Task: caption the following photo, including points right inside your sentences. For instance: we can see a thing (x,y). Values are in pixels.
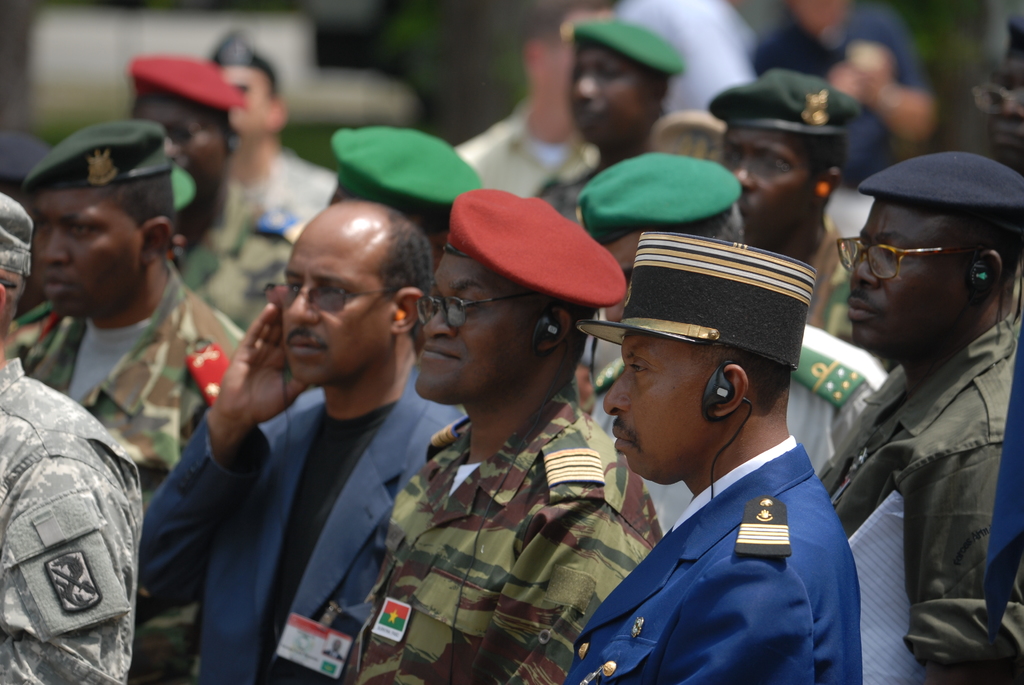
In this image there are group of persons (394,381) standing, there are persons (611,241) wearing caps (436,191), there are persons (851,523) holding an object (873,545), there are persons (174,607) truncated towards the bottom of the image (29,491), there are persons (41,453) truncated towards the left of the image, there is a person's (956,398) truncated towards the right of the image (940,406), there is an object (1000,485) truncated towards the right of the image (1012,579), the background of the image (413,50) is blurred.
